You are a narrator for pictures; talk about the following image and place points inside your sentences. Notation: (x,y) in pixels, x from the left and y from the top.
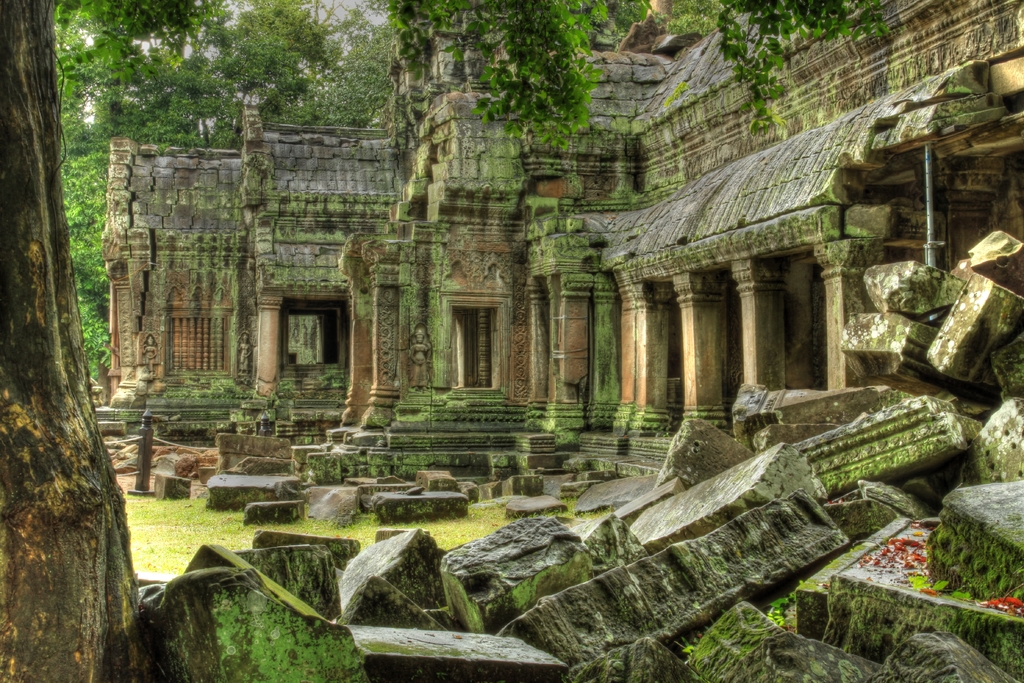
In this picture I can see there is a temple (521,299), there is sculpture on the walls (395,394) of temple (370,455) and there are rocks (566,651) on the ground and in the backdrop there are trees (13,584).
